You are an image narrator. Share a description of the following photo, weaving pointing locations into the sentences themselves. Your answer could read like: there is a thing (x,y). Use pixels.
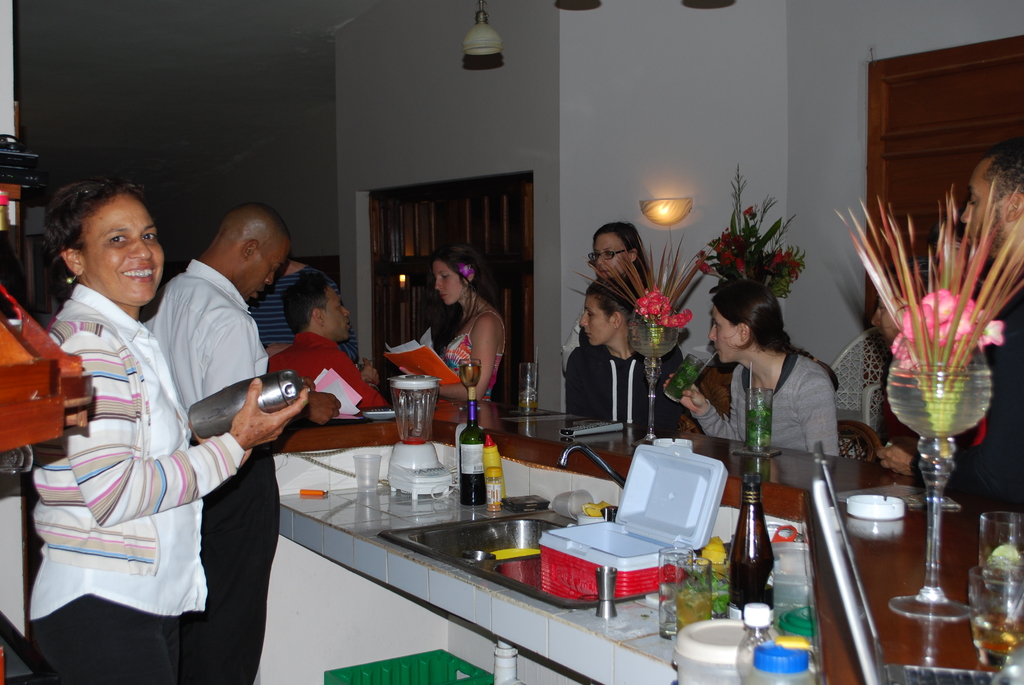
In this picture we can see a group of people (493,375) where some are standing and smiling and some are sitting on chairs (712,386) holding glass (701,356), papers (406,351) in their hands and in front of them on table (384,463) we have glass (366,486), bottles (470,480), mixer (414,424), box (587,531), vase (928,400) with flower (944,293) in it, tap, sink (495,529) and in background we can see wall (416,153), door (397,232), light (689,201).
